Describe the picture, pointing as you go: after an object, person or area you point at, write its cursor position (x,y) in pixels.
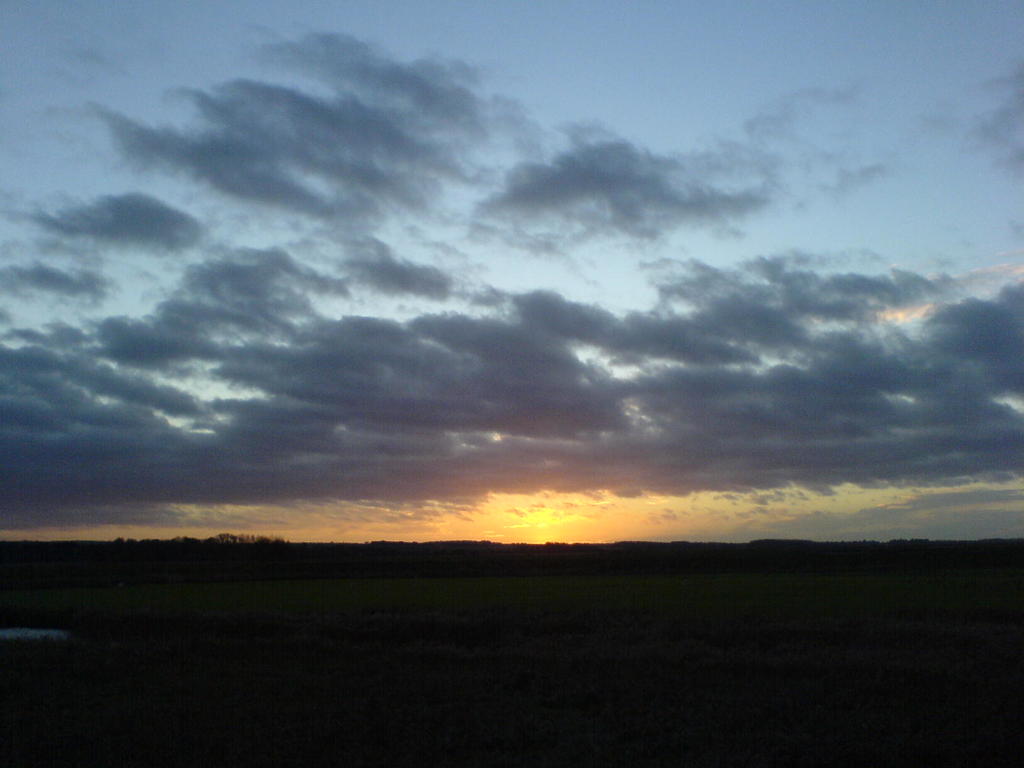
In this image I can see the sky (476,471). This image is little bit dark.
